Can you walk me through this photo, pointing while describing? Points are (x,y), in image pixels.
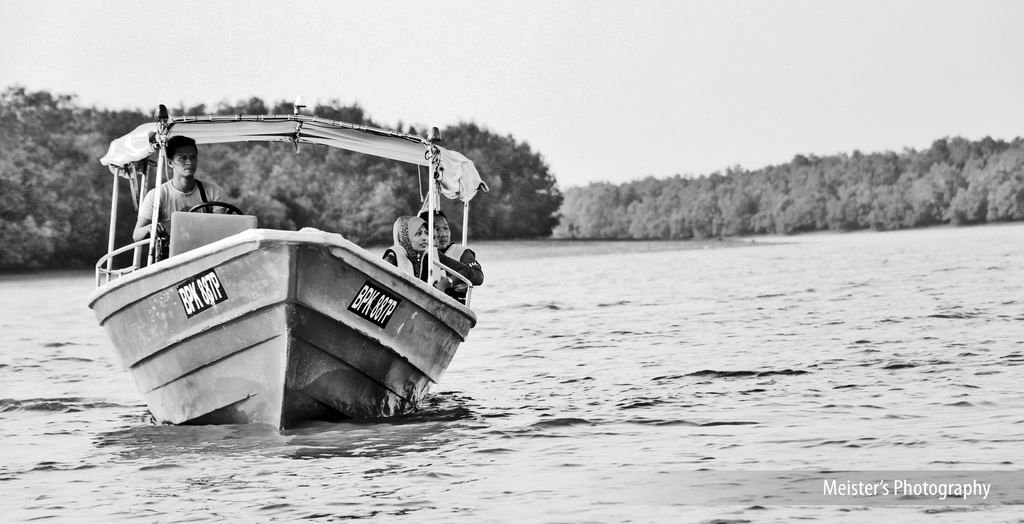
In this image on the left side (158,274) there is one boat (178,304), in the boat (139,194) there are some people (421,260). At the bottom (548,440) there is a river (810,294), and in the background (787,194) there are trees (87,138). At the top (878,87) there is sky (137,3), and at the bottom of the image (884,492) there is text (887,484).
